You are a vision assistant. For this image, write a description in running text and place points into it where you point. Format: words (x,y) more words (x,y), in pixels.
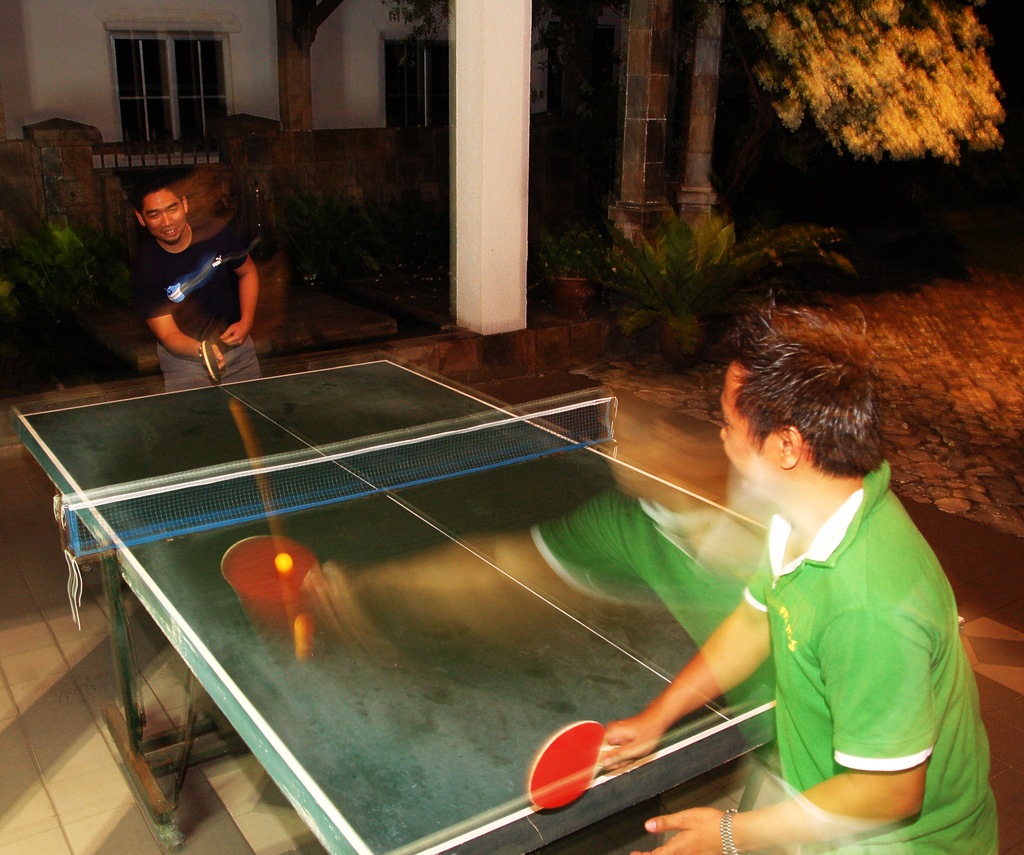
In this image I can see two men (326,566) are standing and I can see both of them are holding rackets (577,729). I can also see a table (226,548), an orange ball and in the background (106,67) I can see a building (208,70), pillars (308,64), a plant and a tree (970,25). I can also see this image is little bit blurry.
